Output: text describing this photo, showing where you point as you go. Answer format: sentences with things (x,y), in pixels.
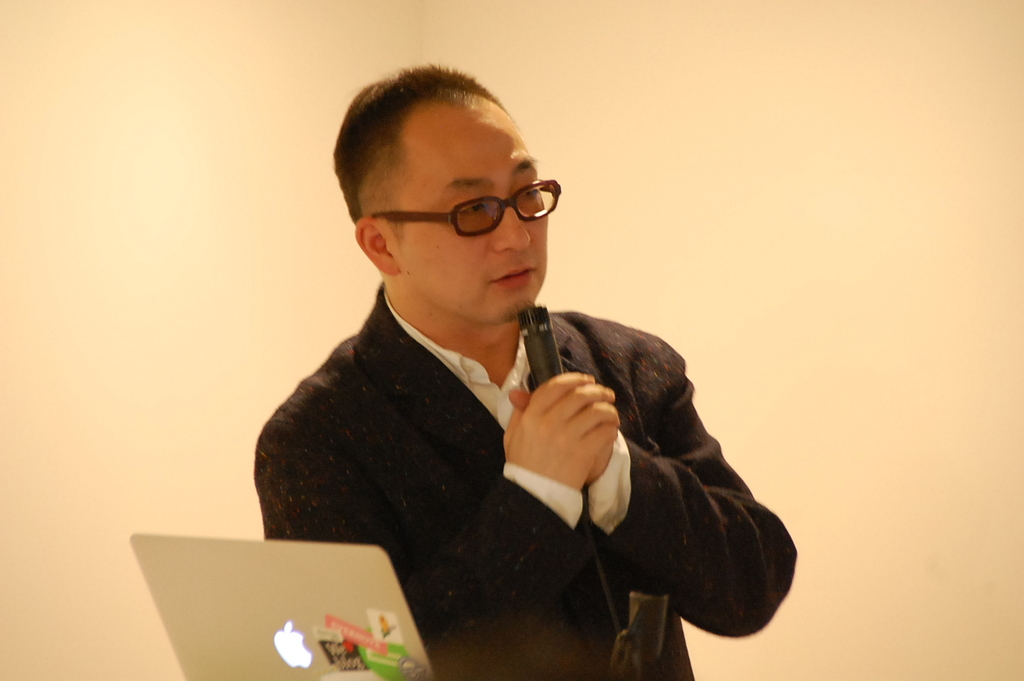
In this image there is a person (326,484) holding mike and there is laptop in the foreground (760,616). And there is a wall (762,43) in the background (587,133).
